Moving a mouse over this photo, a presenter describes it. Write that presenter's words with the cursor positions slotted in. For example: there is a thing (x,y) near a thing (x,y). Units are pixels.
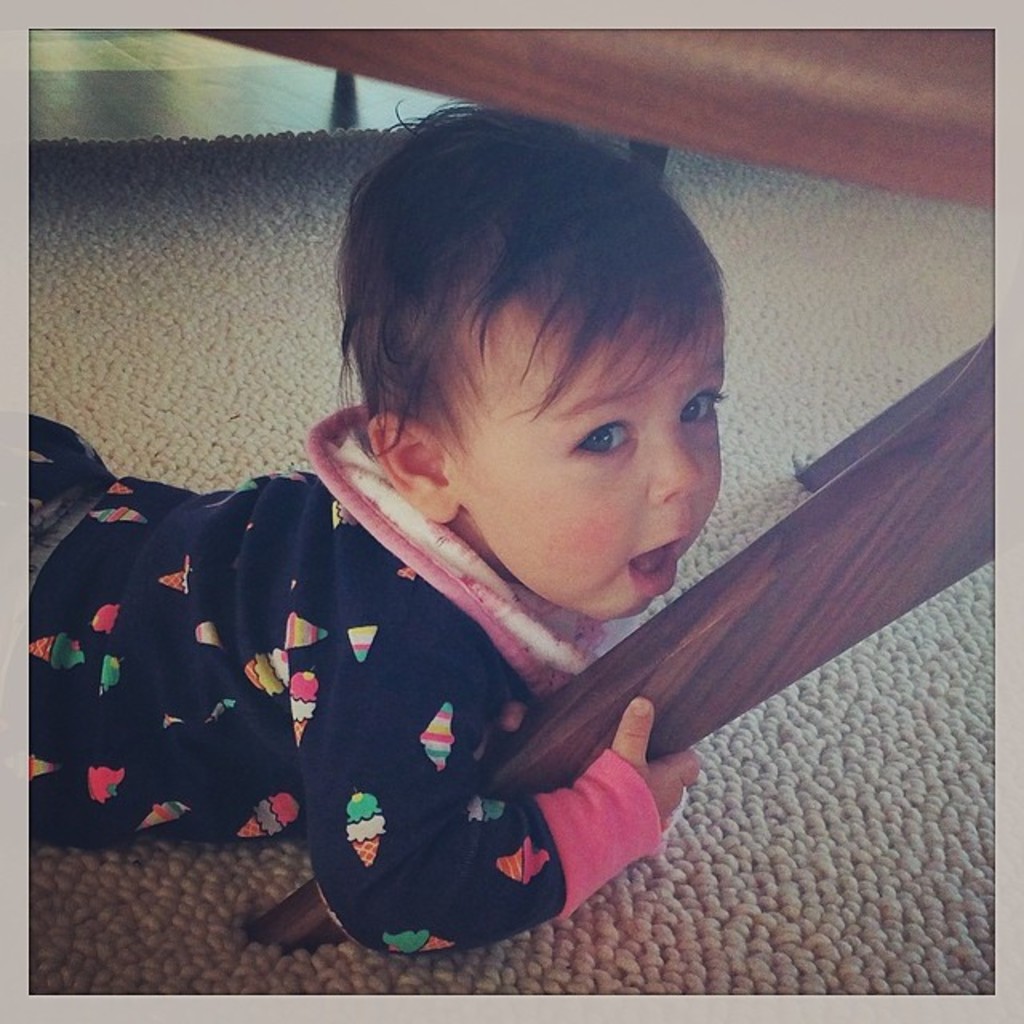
In this image I can see a baby (473,381) is lying and holding a brown color object (812,537). I can see a floor mat (207,263).
